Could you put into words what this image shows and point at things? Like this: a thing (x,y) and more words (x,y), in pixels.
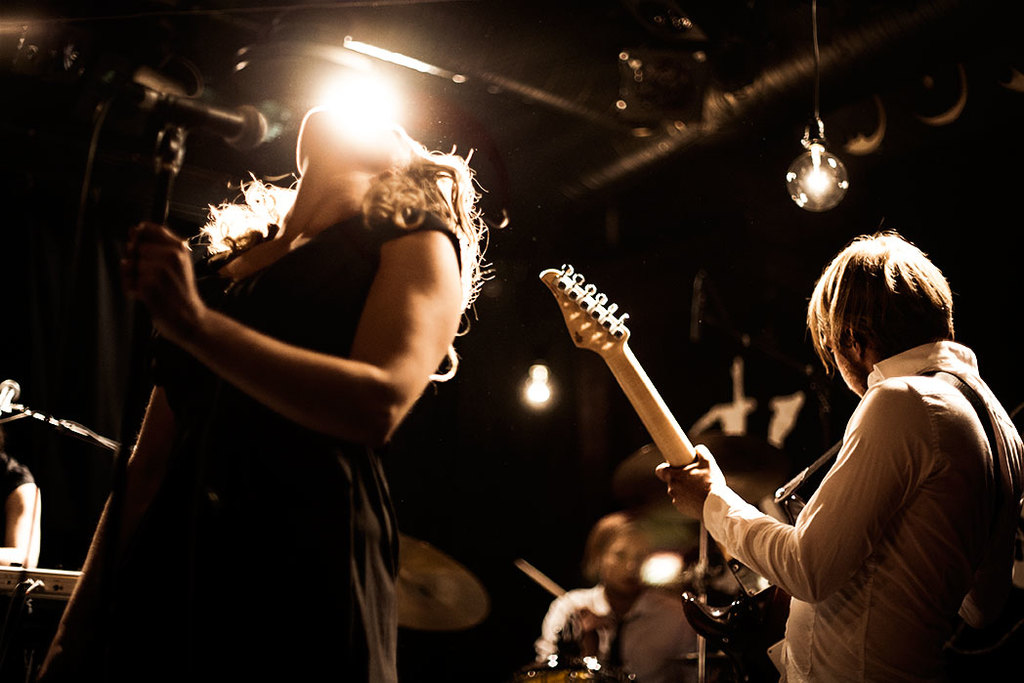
In the image there is a woman (297,402) singing on mic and back side there is other persons (825,568) playing guitar (637,403) and other musical instruments (592,667) and at the top (374,99) there is light (362,90) focusing them.
